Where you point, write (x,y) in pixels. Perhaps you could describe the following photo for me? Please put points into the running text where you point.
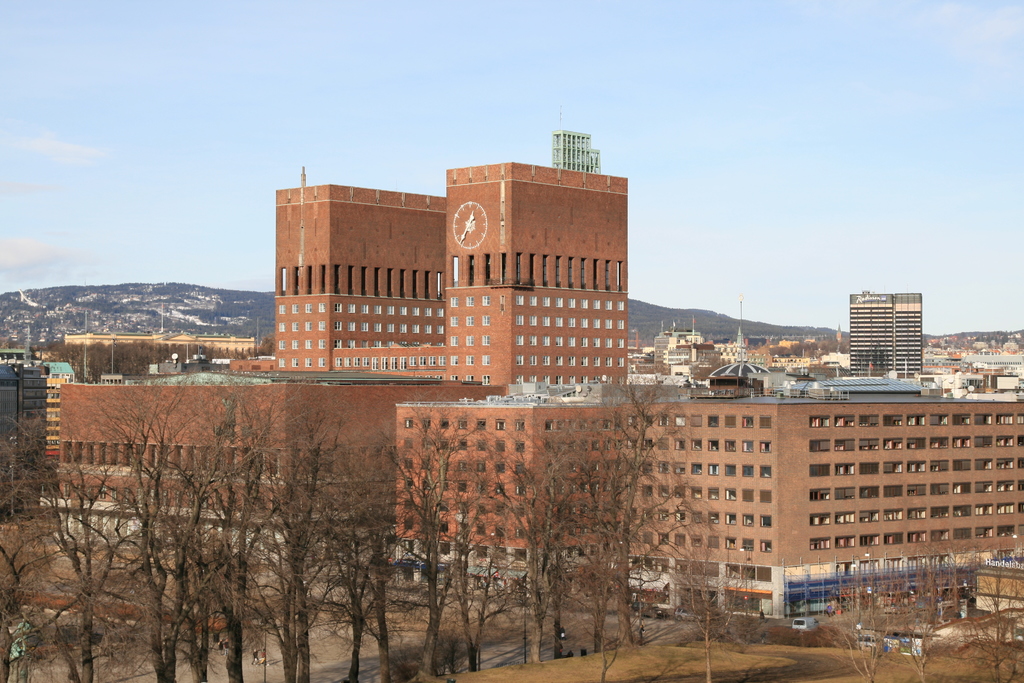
In this picture I can see so many buildings (651,510), trees (252,548), vehicles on the road (503,636) and some hills (121,292).
